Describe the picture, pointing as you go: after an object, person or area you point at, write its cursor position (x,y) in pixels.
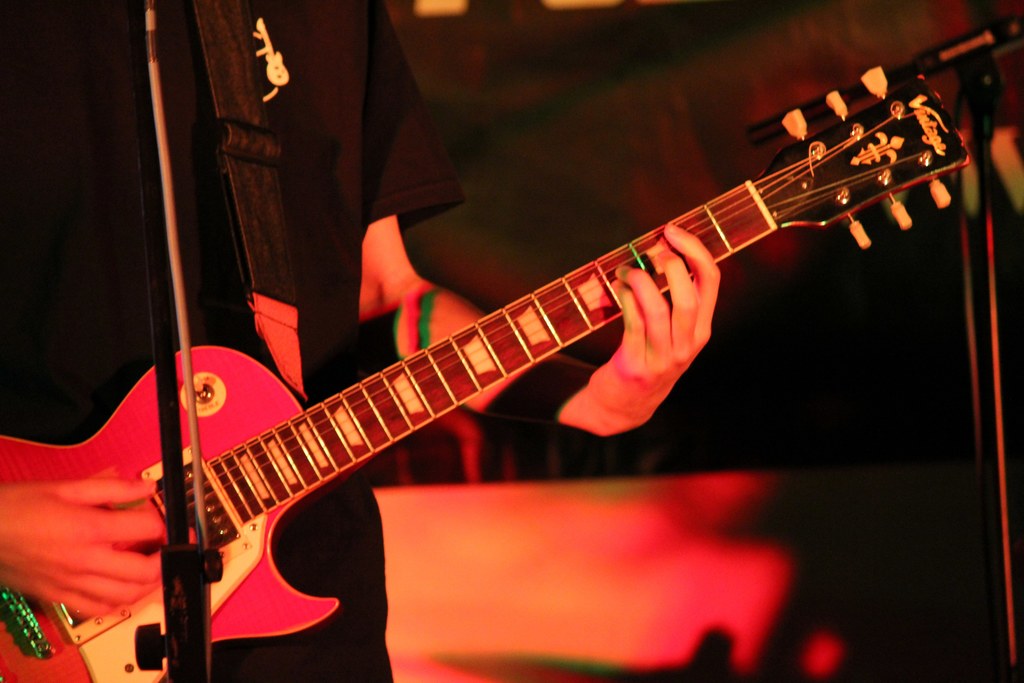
In this picture, we see man (338,294) holding guitar (19,654) and playing it with his fingers (638,314). We even see the stand (179,597) of a microphone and this man (369,115) is wearing black t-shirt (406,90). Beside this man (348,489), we see white table (631,524).
